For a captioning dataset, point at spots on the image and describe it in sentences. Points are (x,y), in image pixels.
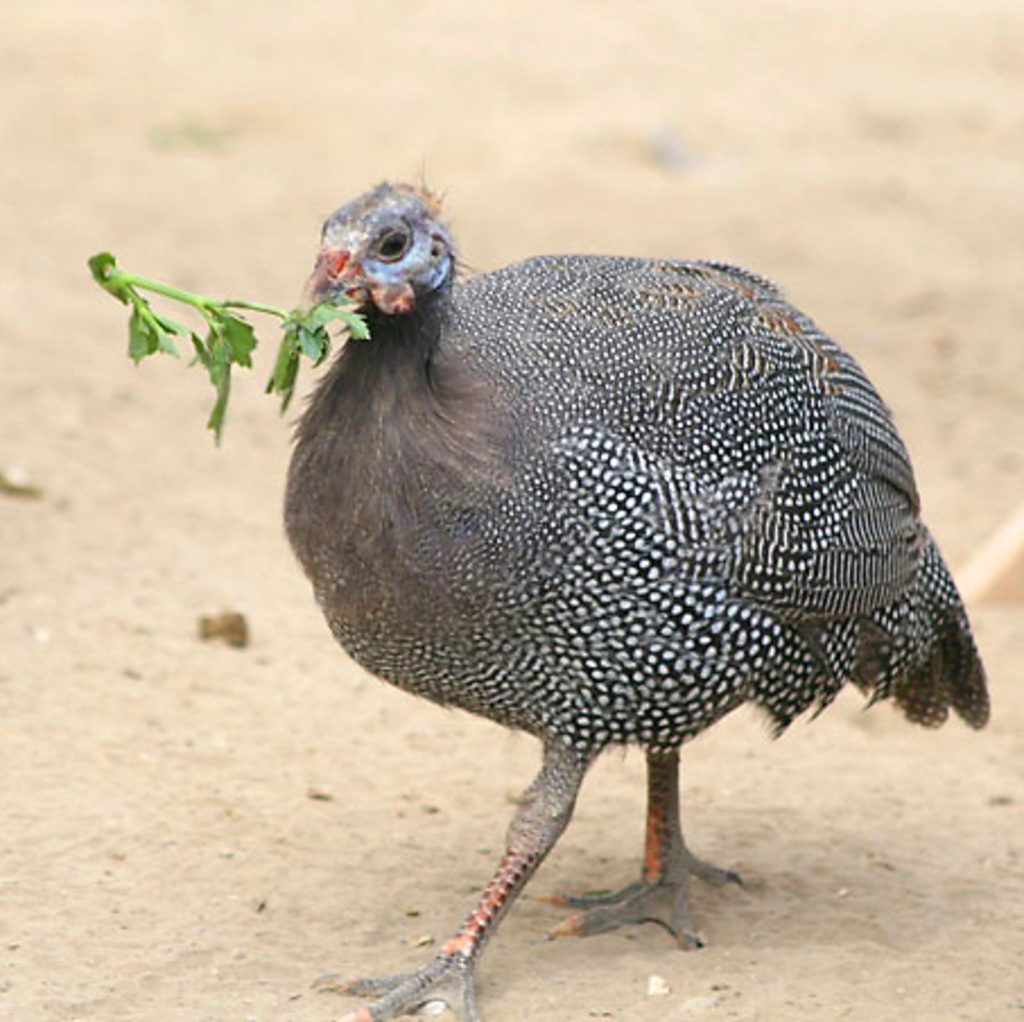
In this image there is a hen (648,462) and there are leaves (236,336) in the mouth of the hen (383,484).
